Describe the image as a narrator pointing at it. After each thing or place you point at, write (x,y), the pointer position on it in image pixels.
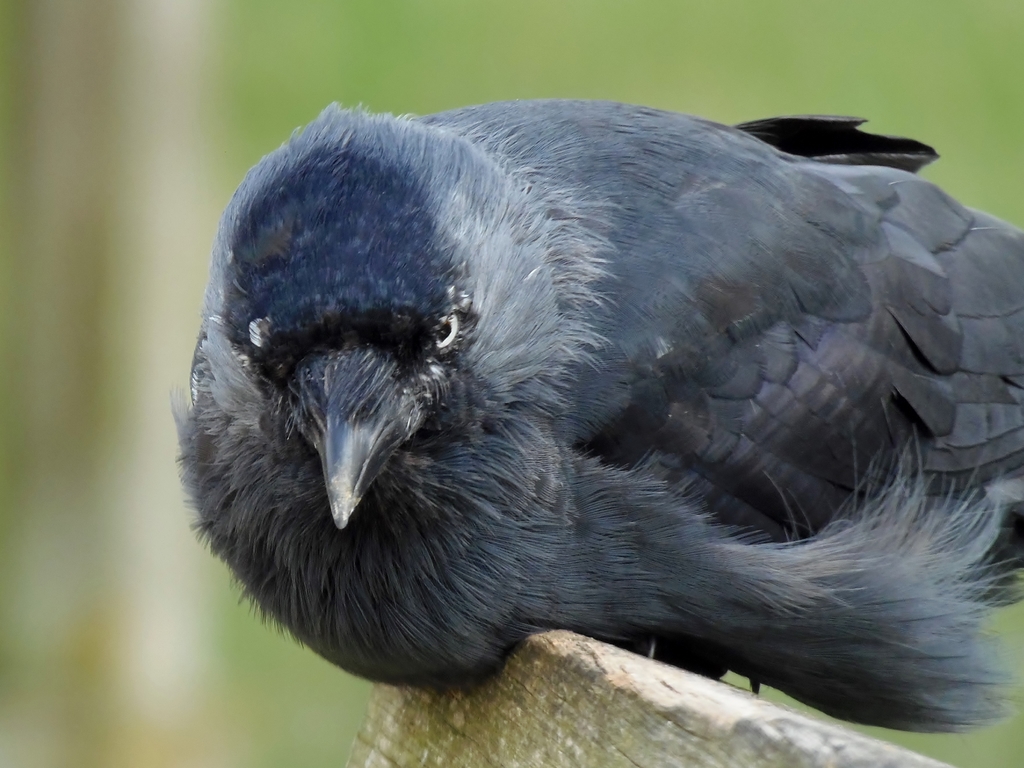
In the foreground of this image (311,484), there is a crow (646,514) on a wooden surface (525,677) and the background (655,6) is blurred.
